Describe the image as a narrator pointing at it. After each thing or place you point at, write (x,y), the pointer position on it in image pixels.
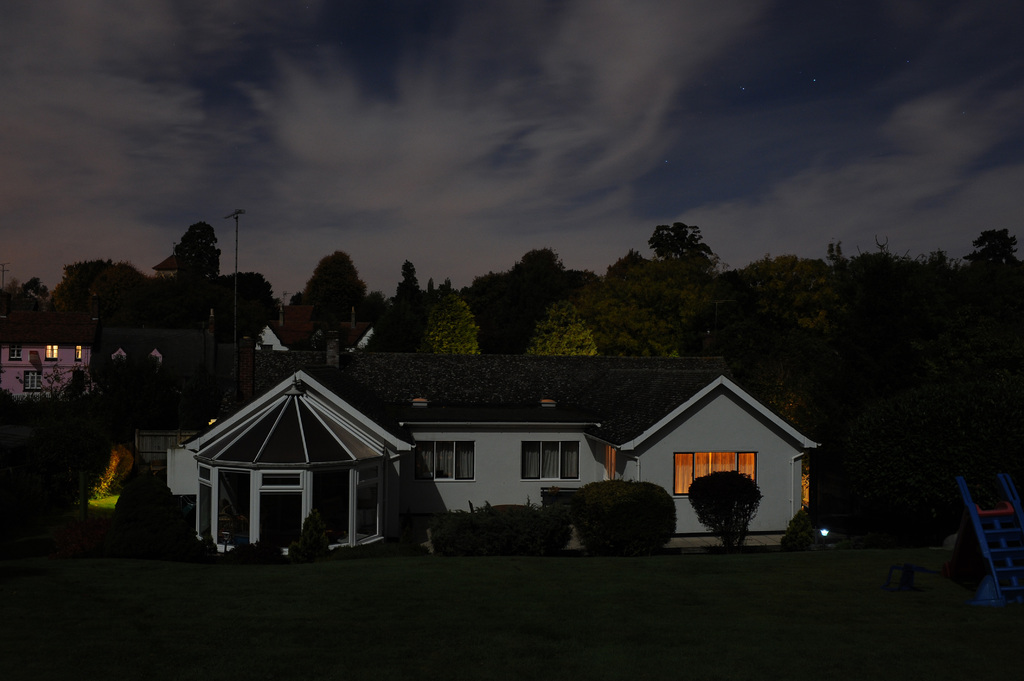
In this image there are buildings (449,387) and trees (960,363). Right side (946,569) there is an object (970,559) on the grassland (352,620). Left side there is a pole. Top of the image (482,146) there is sky (591,120), having clouds (237,199).
